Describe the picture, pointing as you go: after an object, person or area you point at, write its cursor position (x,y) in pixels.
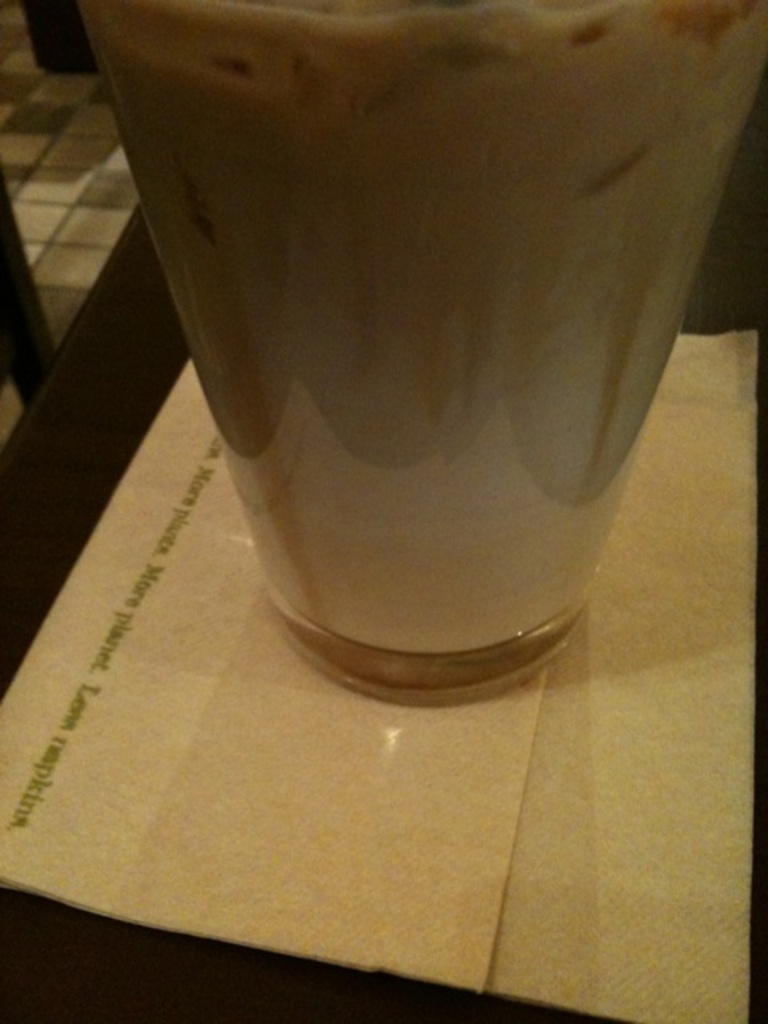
In this image I can see a table (59,516), above the table (249,983) there is a tissue paper (141,559) and glass (470,495). At the top left side of the image (10,1) I can see a tile floor (73,198).
